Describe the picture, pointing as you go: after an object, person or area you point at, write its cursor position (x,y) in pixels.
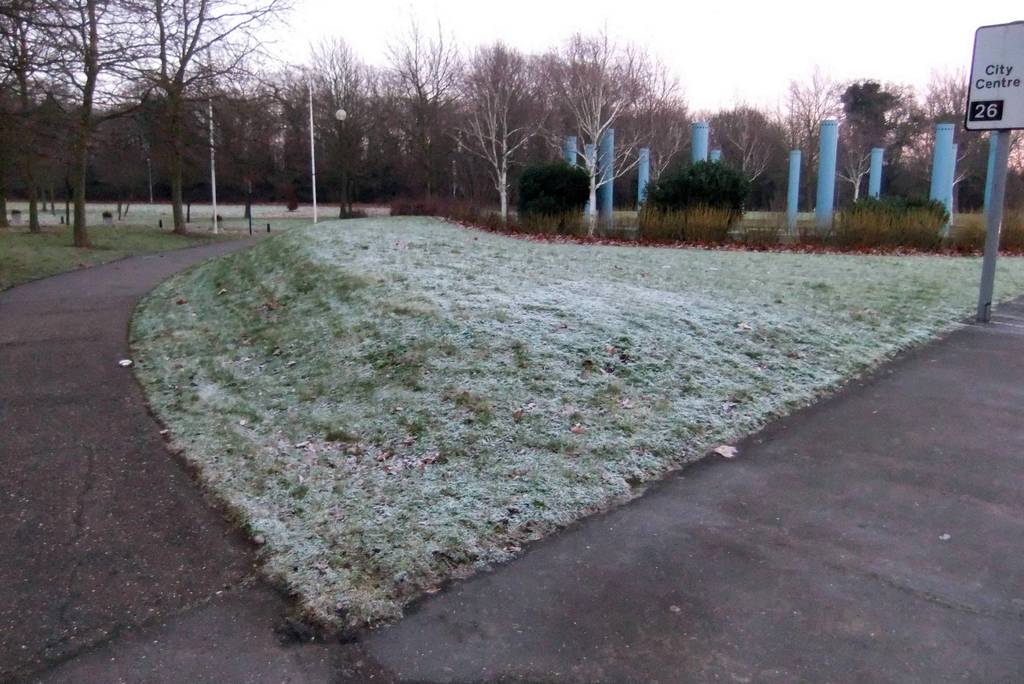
In the image there is a road (92,311) on the left side (119,325) with grassland (483,450) on either side of it with trees (133,142) over it, on the right side (980,108) there is a name board (987,90) and above its sky (582,22).
